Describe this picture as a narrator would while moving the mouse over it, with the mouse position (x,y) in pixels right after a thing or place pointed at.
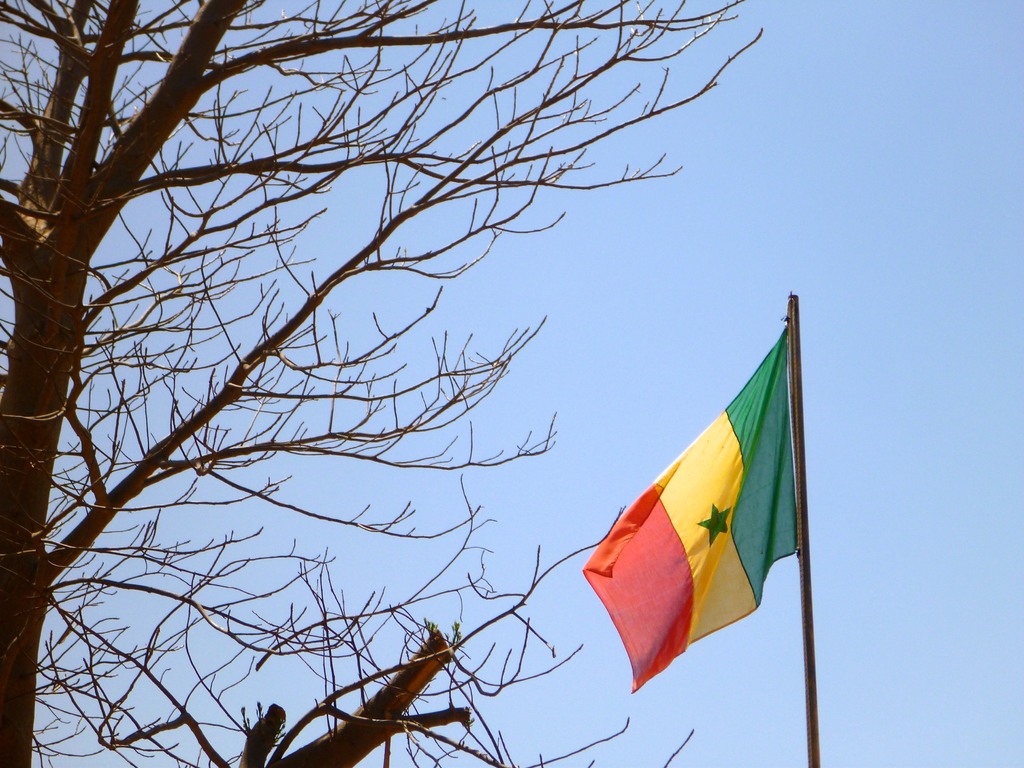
In this picture we can see a tree (9,638) and flag pole (803,511). In the background of the image (831,370) we can see the sky (785,234).
